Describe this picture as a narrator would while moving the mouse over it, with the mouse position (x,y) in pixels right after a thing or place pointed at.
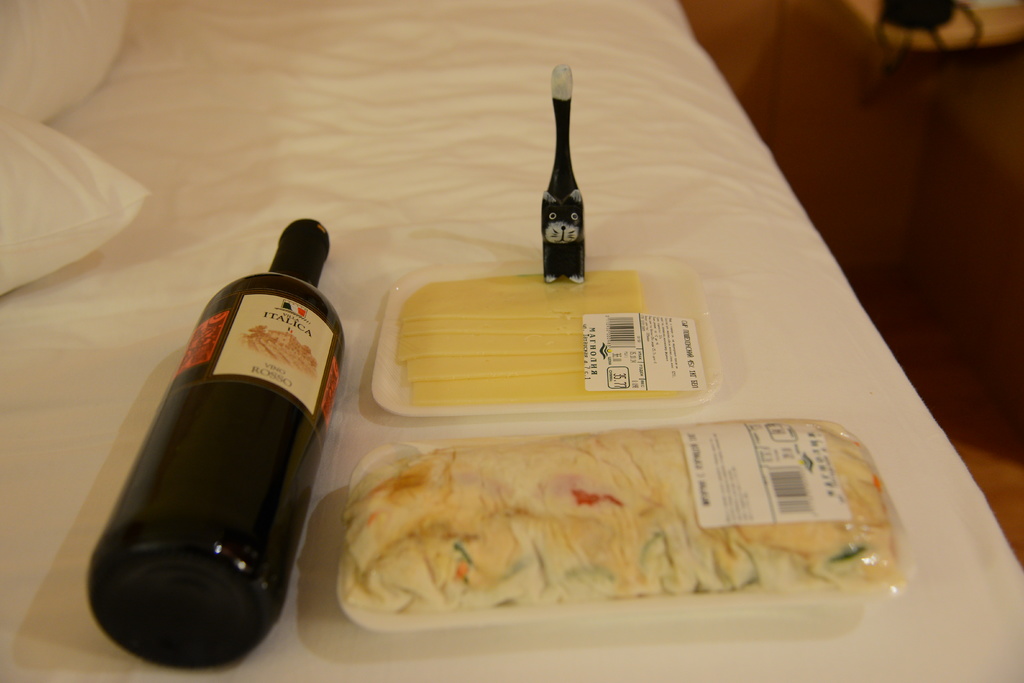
In the foreground of the picture (271,162) there is a bed (416,100), on the bed (57,572) there are pillows (44,41), liquor bottle (266,446), food items (520,377) and other objects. On the right (871,128) it is blurred.
